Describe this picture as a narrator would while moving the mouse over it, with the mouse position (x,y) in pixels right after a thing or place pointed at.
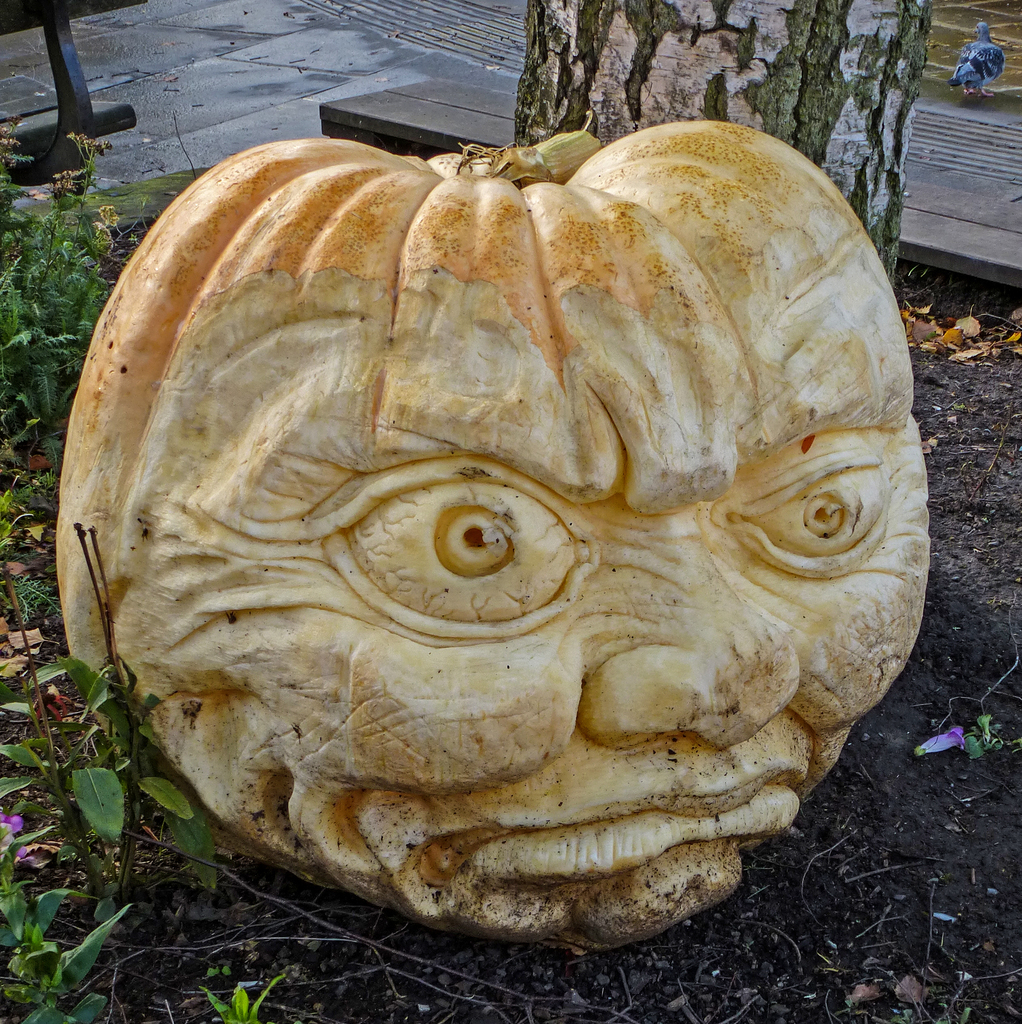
In the image in the center (494,458) we can see one pumpkin (510,442). On the pumpkin (525,493), we can see one human face (574,505). In the background (542,82) there is a bird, tree (693,81) and grass (51,249).
